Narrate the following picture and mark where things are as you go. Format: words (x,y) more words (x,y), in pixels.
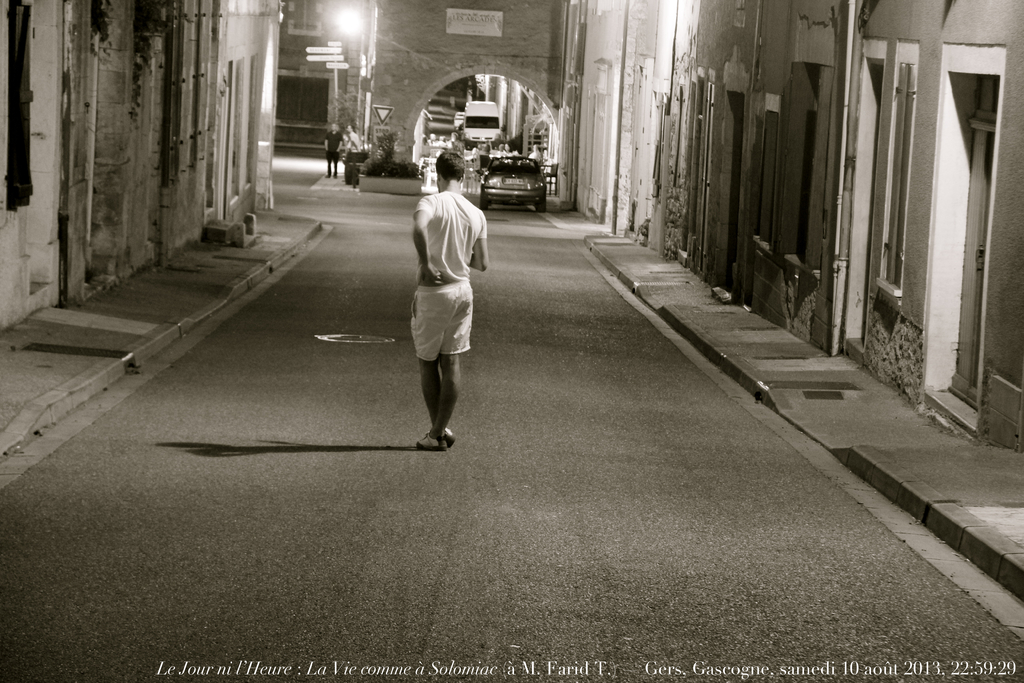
This is a black and white image and here we can see a person (443,241) standing and in the background (279,154), there are buildings (288,74) and we can see boards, some people (333,125) and vehicles (486,114). At the bottom (380,501), there is a road (475,561) and we can see some text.
